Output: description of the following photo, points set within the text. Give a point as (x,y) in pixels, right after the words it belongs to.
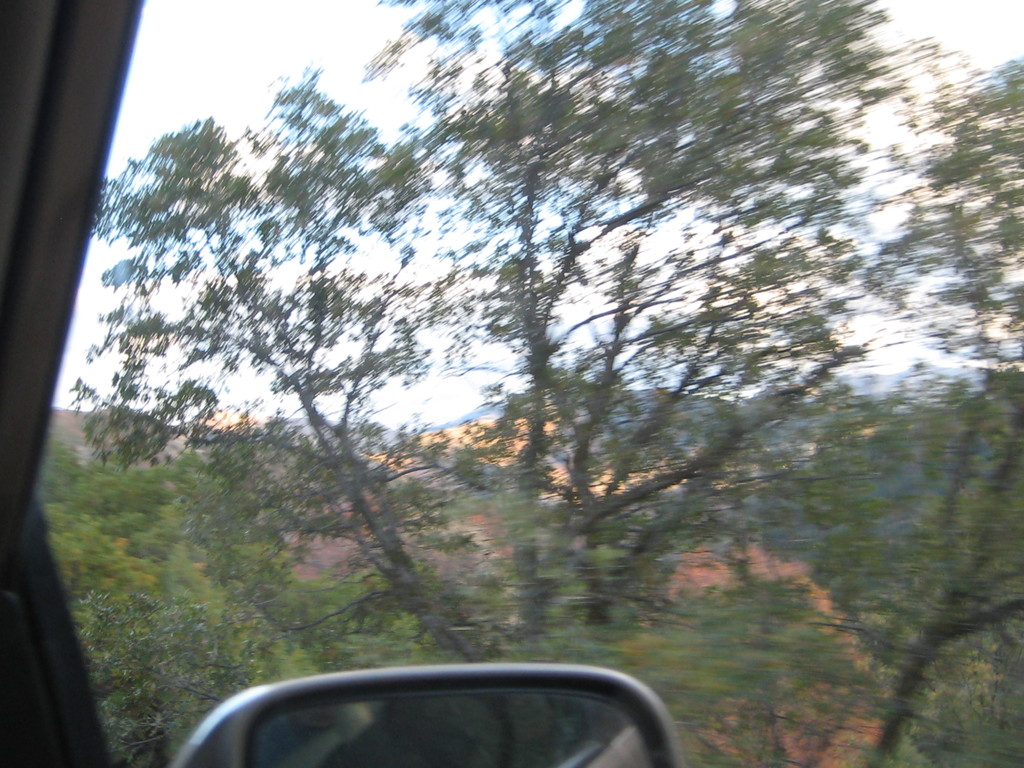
In front of the image there is a glass window (576,558) and a mirror (558,675). Through the glass window (467,639) we can see trees (408,439), mountains (763,426). At the top of the image (301,40) there is sky (298,32).
